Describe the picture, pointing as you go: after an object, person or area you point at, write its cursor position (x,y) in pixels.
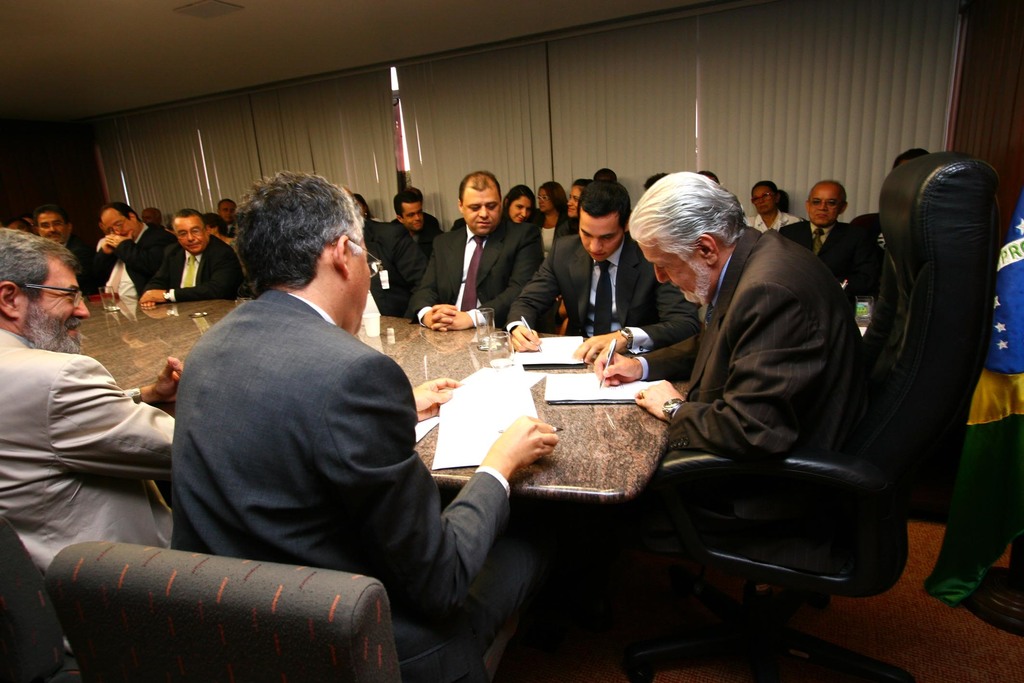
the people (572,268) are surrounded around the table (565,420). the person (757,341) at the right (745,379) is sitting on a chair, holding a pen (609,363) in his hand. at the right corner (982,475) there is a flag (989,381).
